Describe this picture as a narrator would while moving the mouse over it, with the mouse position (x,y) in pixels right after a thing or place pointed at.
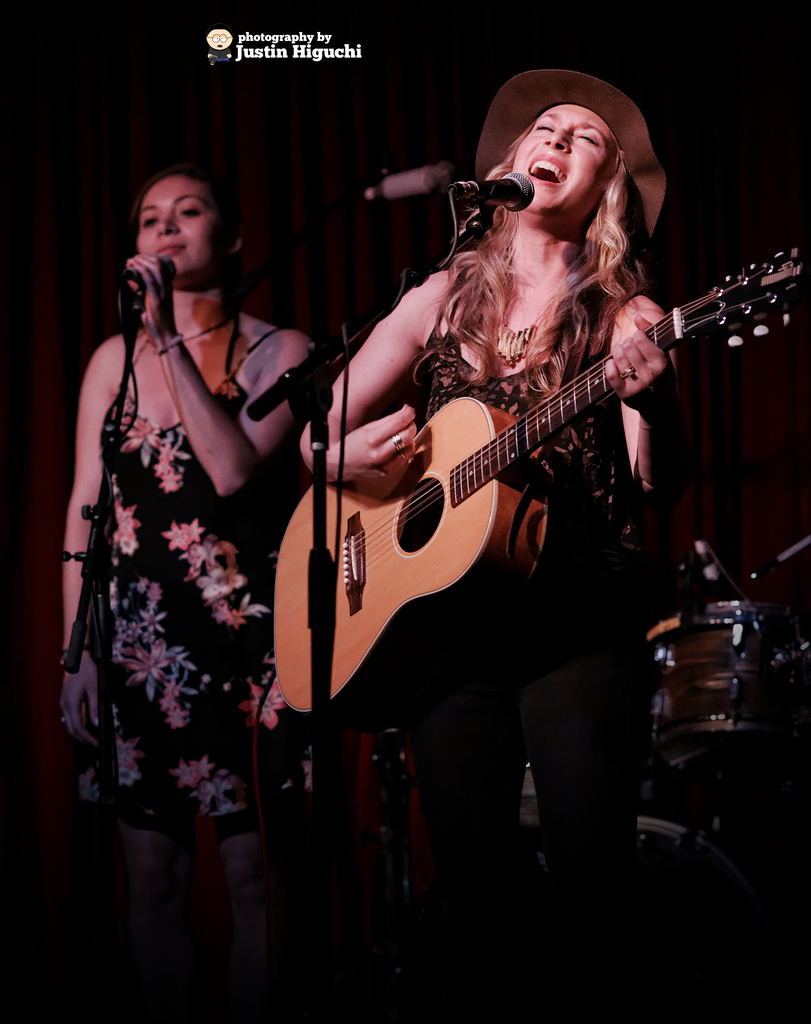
In the image we can see there are two women (141,475) who are standing and there is a mike (485,195) with a stand (317,428) in front of them. The woman (400,422) on the right side (554,592) is holding guitar (750,284) and she is singing. She is wearing a cap (604,112) behind them there are musical instrument (687,711) such as drums (720,652).
